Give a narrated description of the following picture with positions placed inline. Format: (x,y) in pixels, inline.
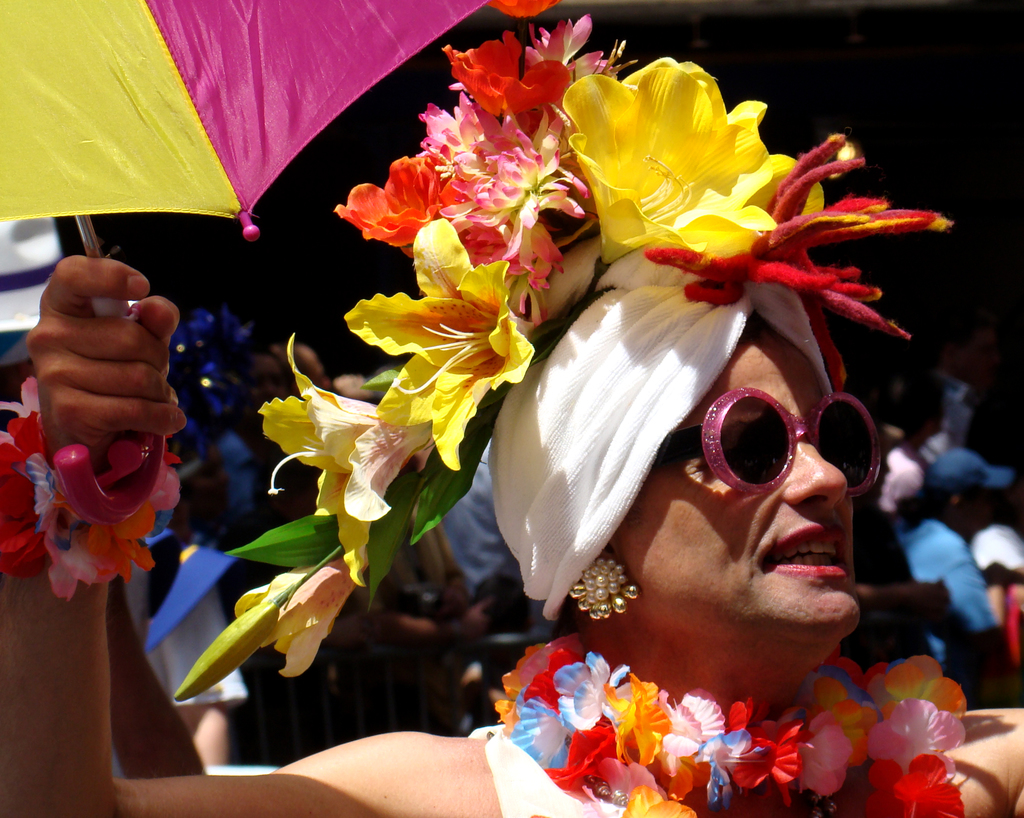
In this image we can see a person (51,732) is holding an umbrella (102,174) in the hand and there are flowers (625,131) on the head (656,492), to the neck (798,639) and hand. In the background (247,370) we can see few persons (247,447) and the image is dark.
